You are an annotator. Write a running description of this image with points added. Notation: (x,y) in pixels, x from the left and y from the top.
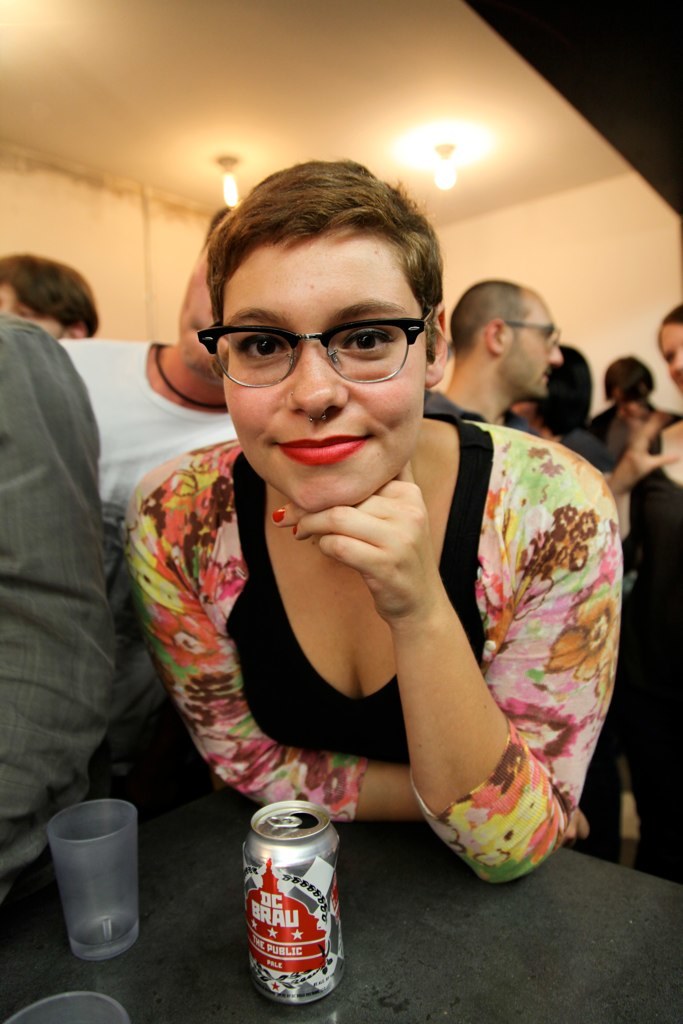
In this picture we can see a woman (284,538) with the spectacles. In front of the women (252,716) there are glasses (94,958) and tin (308,930) on the table (346,903). Behind the woman (332,549) there is a group of people (52,424). At the top (438,164), there are ceiling lights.
